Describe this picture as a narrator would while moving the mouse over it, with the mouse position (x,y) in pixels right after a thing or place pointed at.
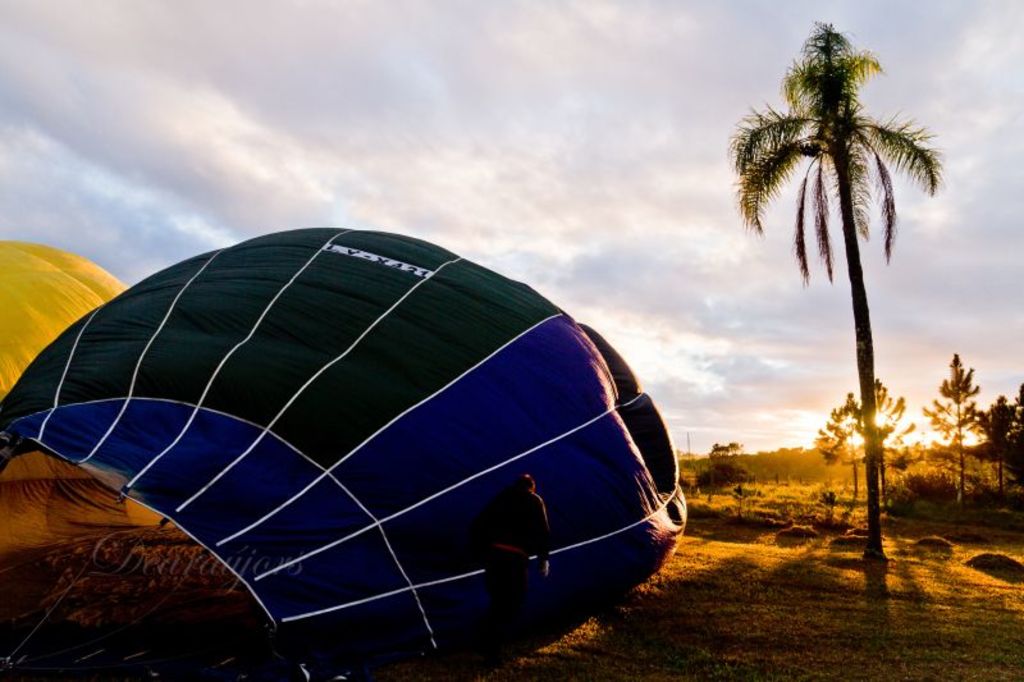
In this picture, we can see a hot air balloon (112,414), a person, the ground (804,614), trees (875,445), grass (835,528), plants (842,504), and the sky (716,394) with clouds (143,72), and the sun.
